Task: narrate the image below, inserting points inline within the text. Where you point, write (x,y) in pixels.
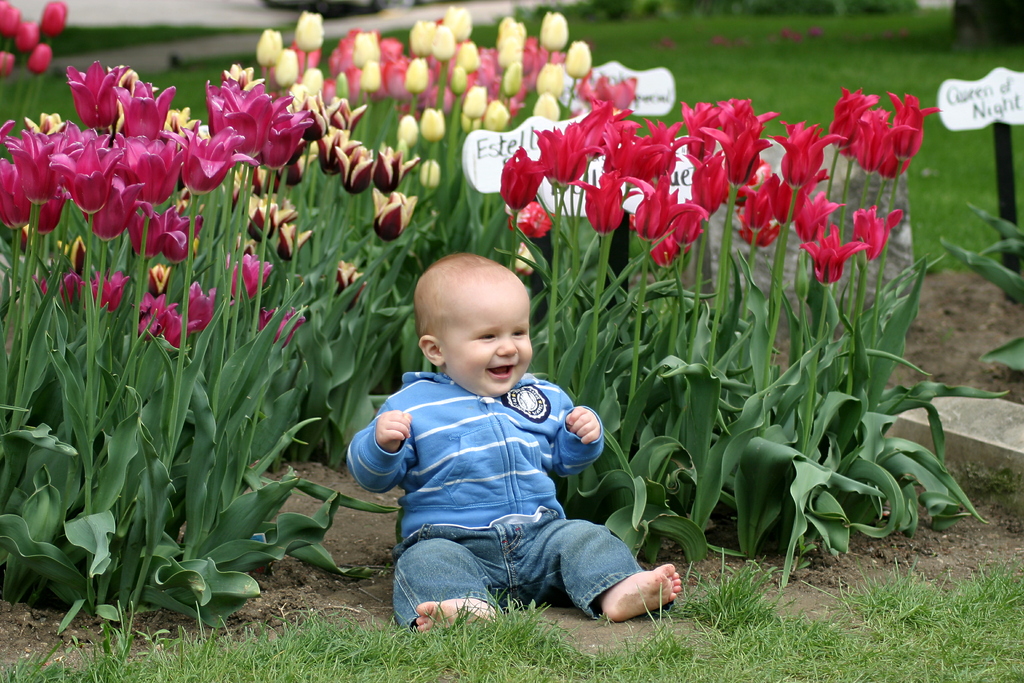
In this image I can see a child (500,432) is sitting on the ground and smiling. Here I can see the grass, flower plants (372,179) and other objects (842,174) on the ground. The background of the image (261,18) is blurred.
